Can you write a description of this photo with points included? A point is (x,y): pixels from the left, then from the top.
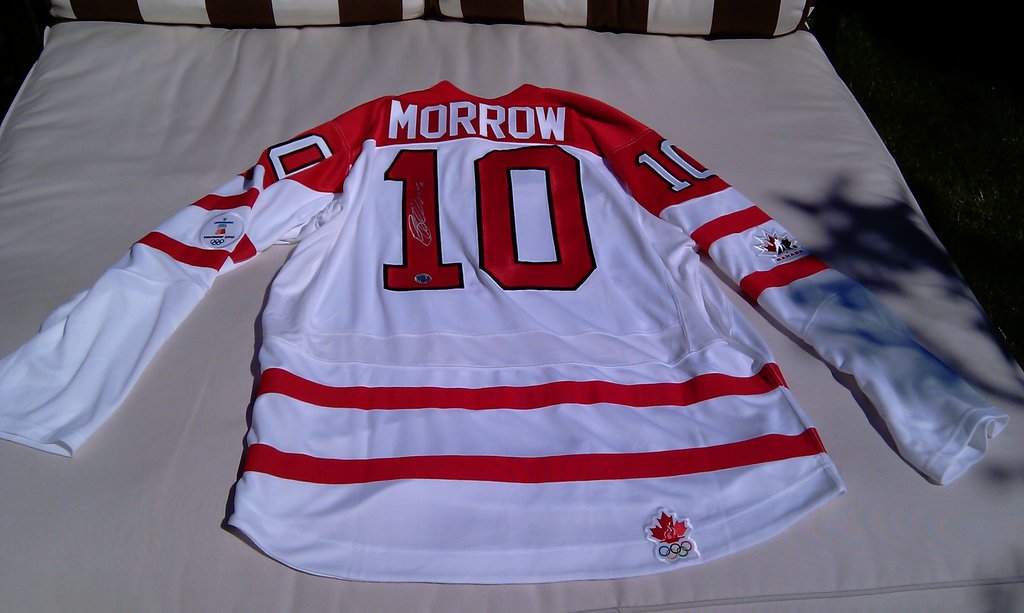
This picture seems to be clicked outside. In the center (346,341) there is a white and red color t-shirt (607,273) placed on the top of the bed (415,63) and we can see the number (551,169) and the text (471,133) is printed on the t-shirt (557,301). In the background (722,37) we can see the pillows (747,26) placed on the bed (807,170) and we can see the ground (968,150).
